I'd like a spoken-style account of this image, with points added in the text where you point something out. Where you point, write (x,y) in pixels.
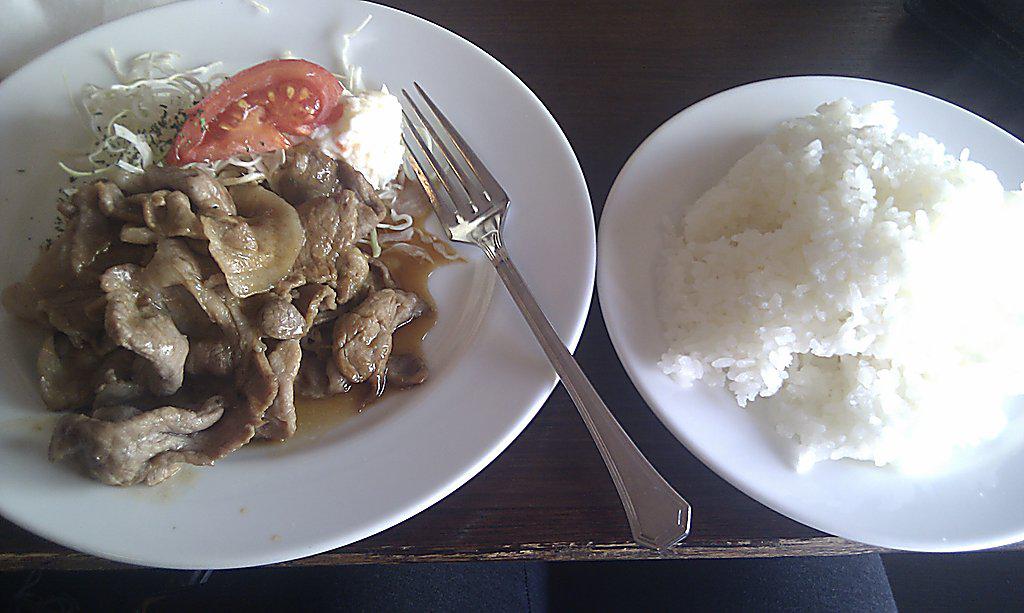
In this image I can see two white colour plates (610,248) and in these plates (634,295) I can see rice (744,203) and few other food items (242,315). I can also see a fork (448,218).
